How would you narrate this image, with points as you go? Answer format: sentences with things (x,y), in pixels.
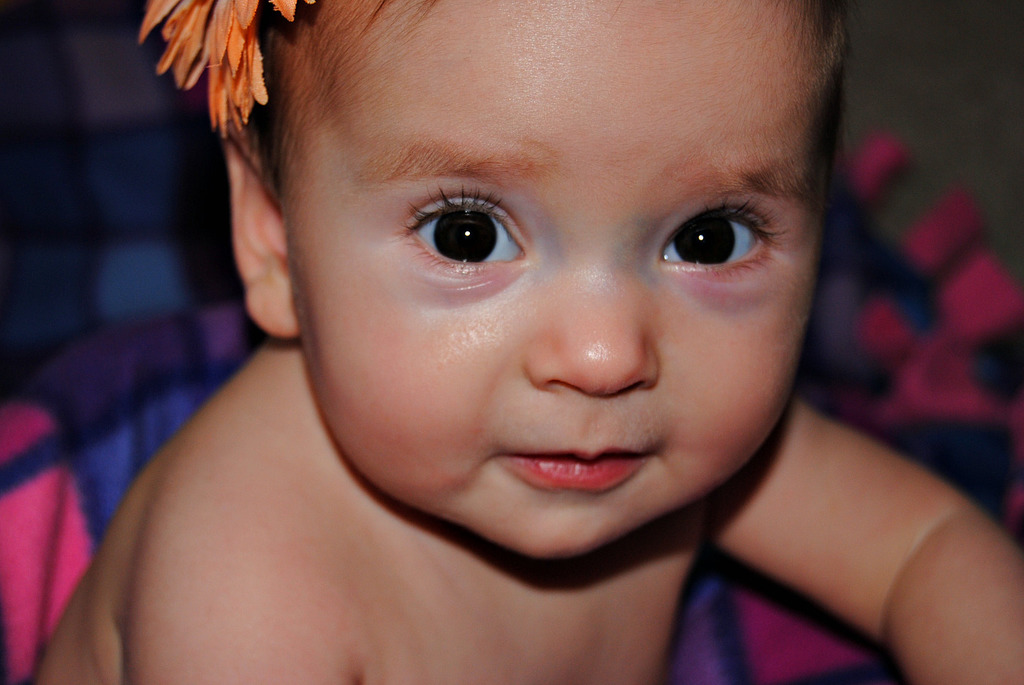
Here in this picture we can see a baby (312,318) present over a place and we can see the baby (600,501) is smiling and we can also see a flower (217,96) on the baby's head (271,47).
